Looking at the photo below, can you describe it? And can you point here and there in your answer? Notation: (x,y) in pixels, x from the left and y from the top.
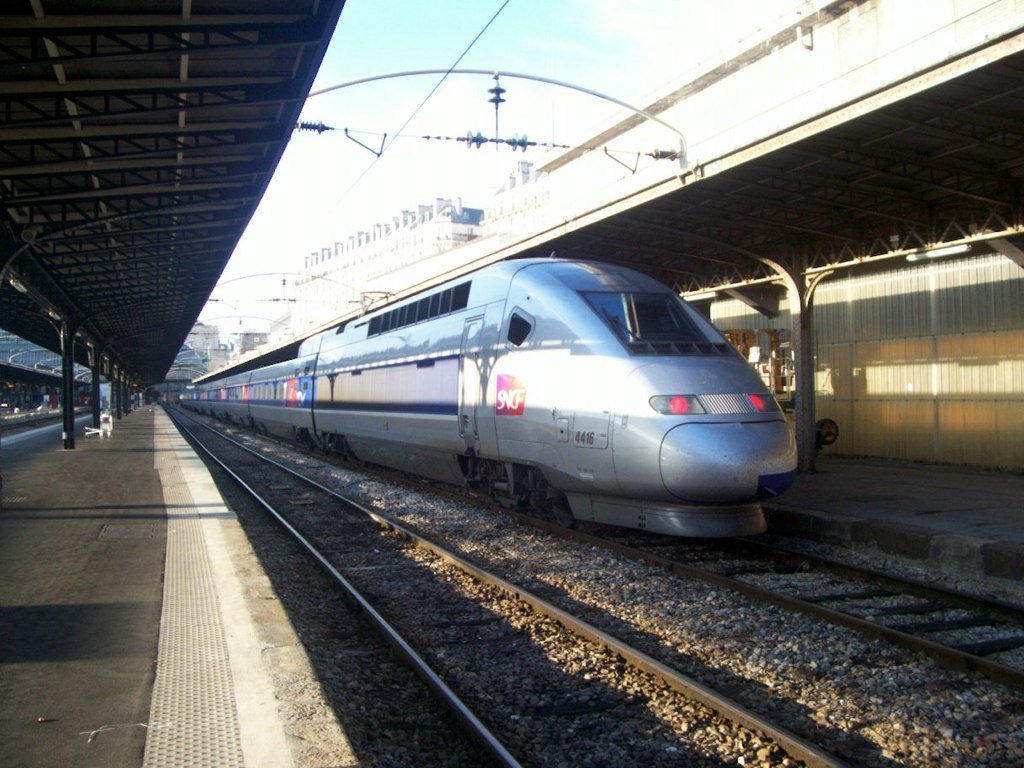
In this image I can see few railway tracks (665,668) and on it I can see train (524,429). I can also see platform (75,491) and here I can see something is written. In background (449,127) I can see few wires (430,92) and the sky (525,46).
